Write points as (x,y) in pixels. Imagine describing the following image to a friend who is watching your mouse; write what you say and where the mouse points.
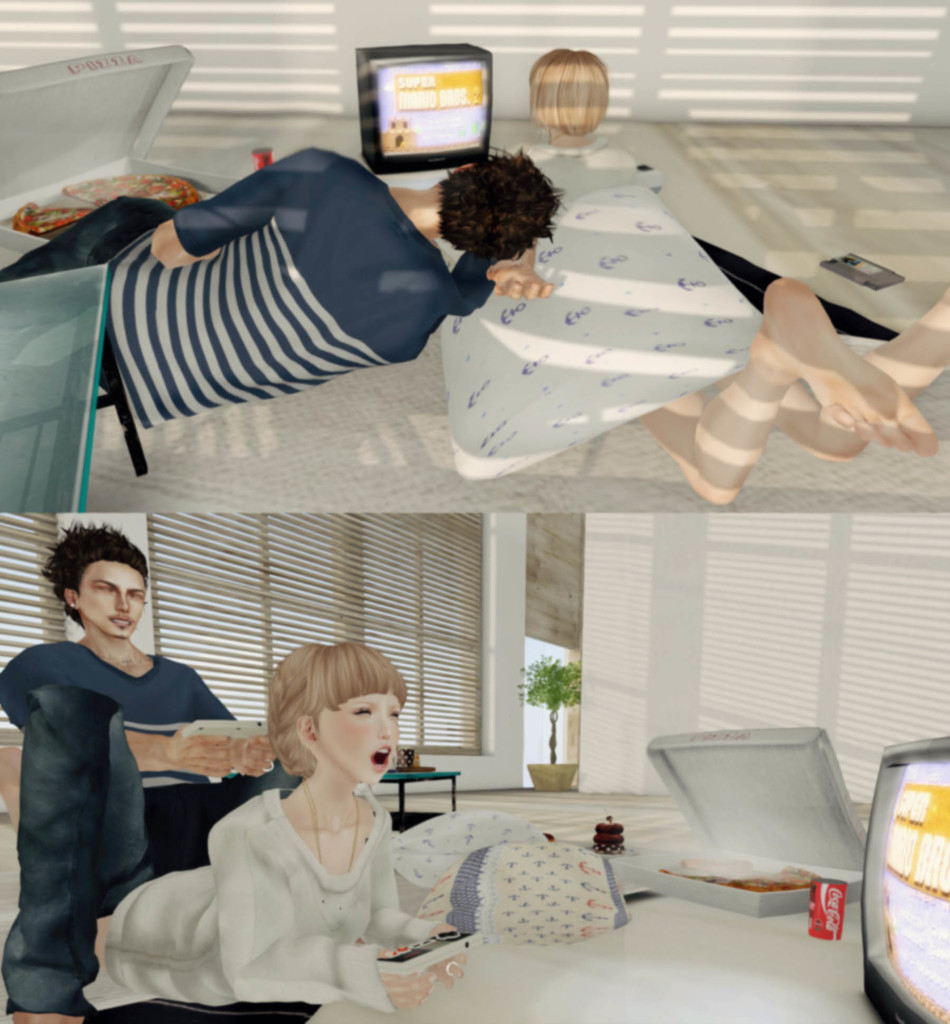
This animated image is collage of two different pictures. At the top (315,280) there are two people (386,274) lying on the floor (316,459). There is a carpet (389,410) on the floor (299,412). In front of them there is a television (429,79). Beside the television (383,64) there is a box (111,101). There is food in the box (149,128). At the bottom (403,934) there is a person (330,919) lying on the floor (458,996). Beside the person (286,755) there is another person (176,772) sitting. That person (210,772) is holding a game controller (237,729) in the hand (234,741). in the bottom right (875,931) there is a television (885,913). Beside it there are food (743,884), a box (708,886) and a drink can (812,895). There are window blinds (383,590) to the wall (609,599). There are tables (401,776) and a houseplant (576,766) in the image.
